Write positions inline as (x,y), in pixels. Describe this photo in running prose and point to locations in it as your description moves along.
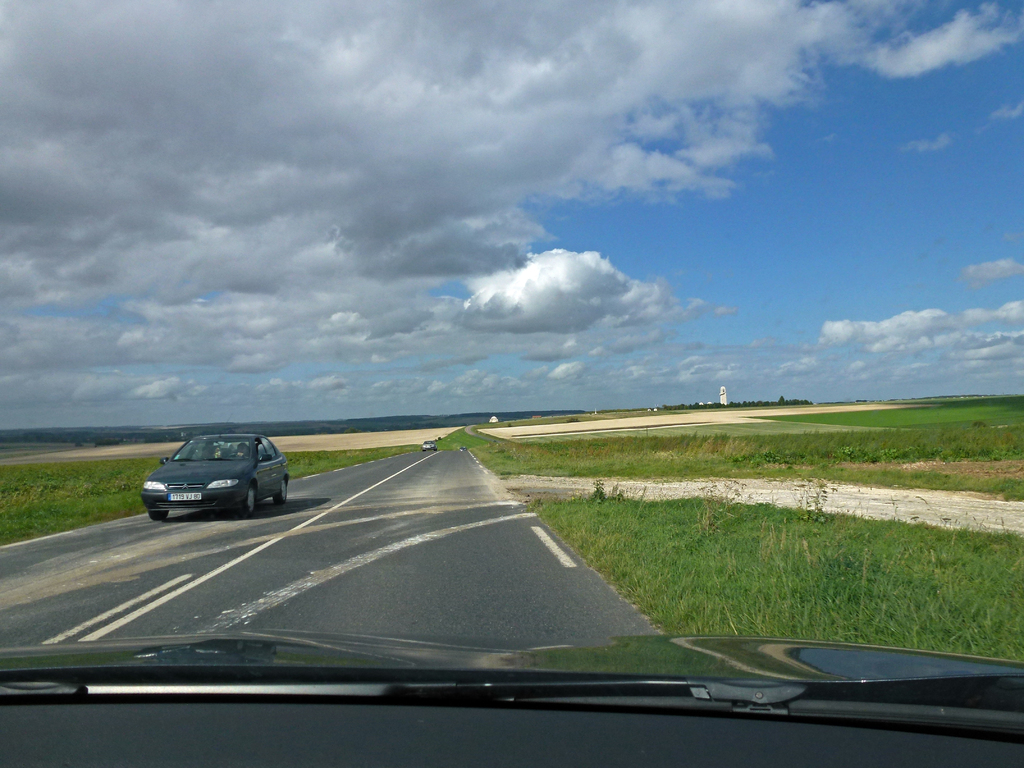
The picture is taken from a car (286,739), the car (250,743) is moving on the road (449,490) in between the grass (446,440) and there are two other cars (273,463) moving in the opposite direction, in the background (298,244) there is a sky (553,227) and clouds (290,185).
